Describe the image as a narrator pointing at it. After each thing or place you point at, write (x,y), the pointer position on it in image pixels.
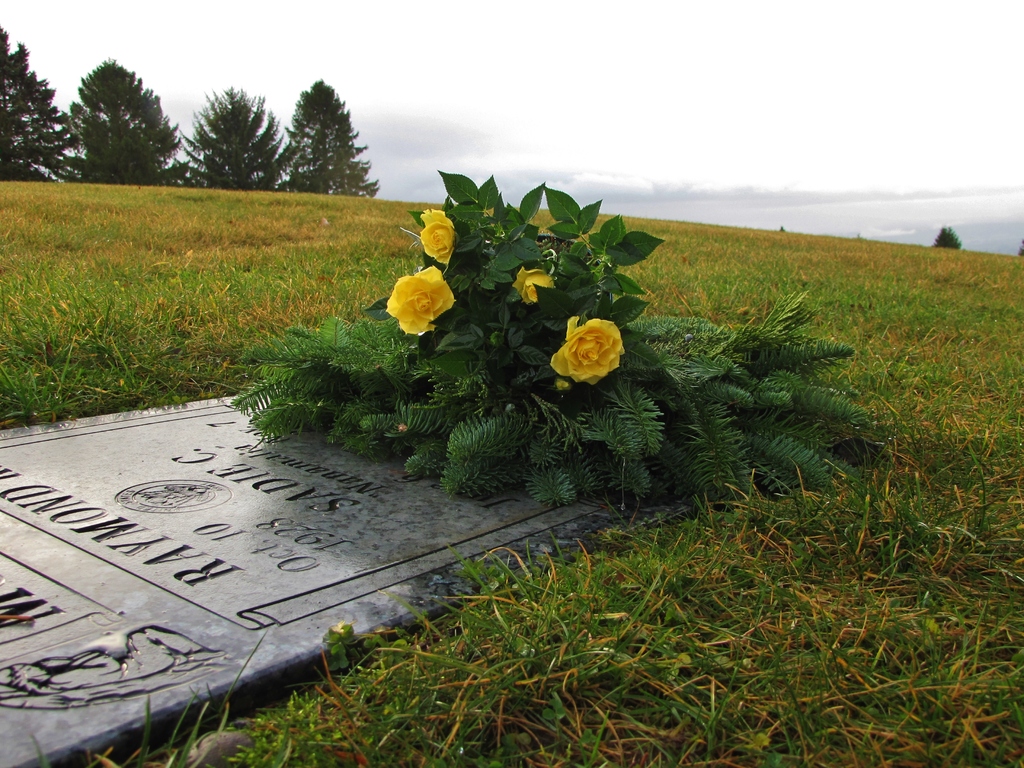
In this image we can see a stone (246,500). On the stone (211,537) we can see the text (328,531) and a bouquet (581,438). Beside the stone (399,609) we can see the grass (916,651). At the top (493,134) we can see the trees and the sky (510,189).
